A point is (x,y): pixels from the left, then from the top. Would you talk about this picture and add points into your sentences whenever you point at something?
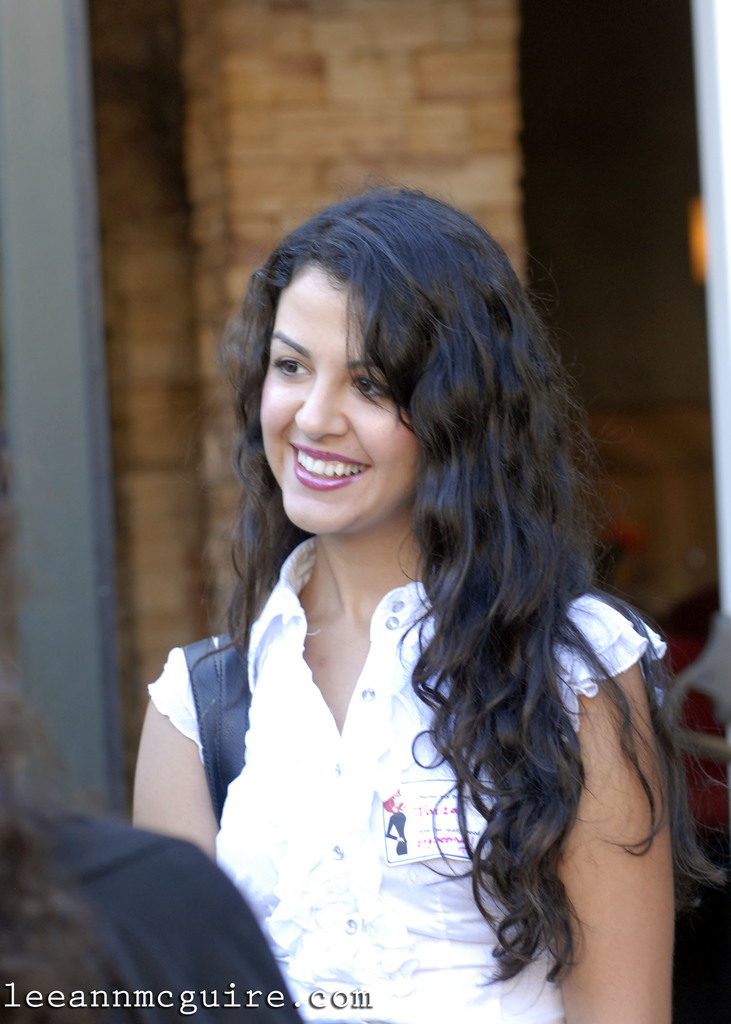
In this image I can see a woman (349,647). In the background (332,158), I can see the wall (356,146).
